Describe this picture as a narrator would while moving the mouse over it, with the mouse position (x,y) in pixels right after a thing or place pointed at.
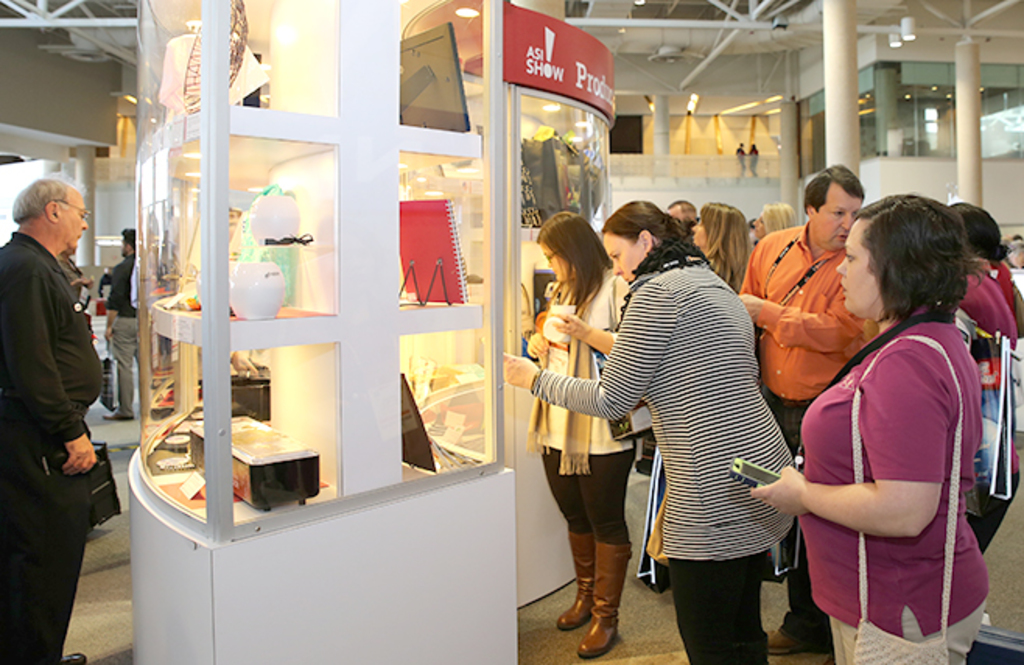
In this image there are group of persons (765,391) standing, there are persons (663,418) holding objects (780,552), there is a person (58,358) truncated towards the left of the image (70,332), there are objects (420,422) on the shelves (278,422), there is a board (578,83), there is text (548,45) on the board (566,61), there is light (901,43), there is the roof (701,14), there is the wall (936,179) truncated towards the right of the image (1021,193), there is the wall (92,127) truncated towards the left of the image (45,89), there are pipes (708,22).
